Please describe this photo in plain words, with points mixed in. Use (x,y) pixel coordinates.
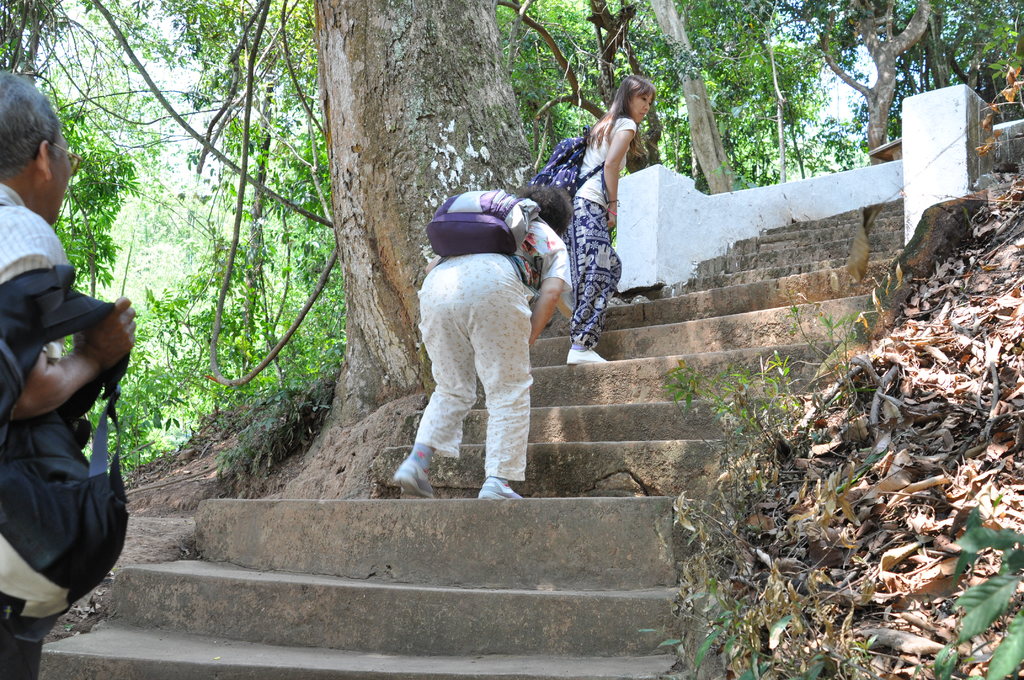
In this image I can see a woman (603,165) wearing white shirt (598,149), blue pant (593,256) and white shoe (587,362) is standing and wearing a blue colored bag (574,145) and another person (513,271) wearing white pant (495,322) is standing and wearing a bag (507,194), few stairs (566,353), few trees (494,127) and the sky (845,99). To the right side of the image (962,310) I can see few leaves (978,338) and to the left side of the image (46,181) I can see another person (102,346) holding a black colored bag (45,276) in his hand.
